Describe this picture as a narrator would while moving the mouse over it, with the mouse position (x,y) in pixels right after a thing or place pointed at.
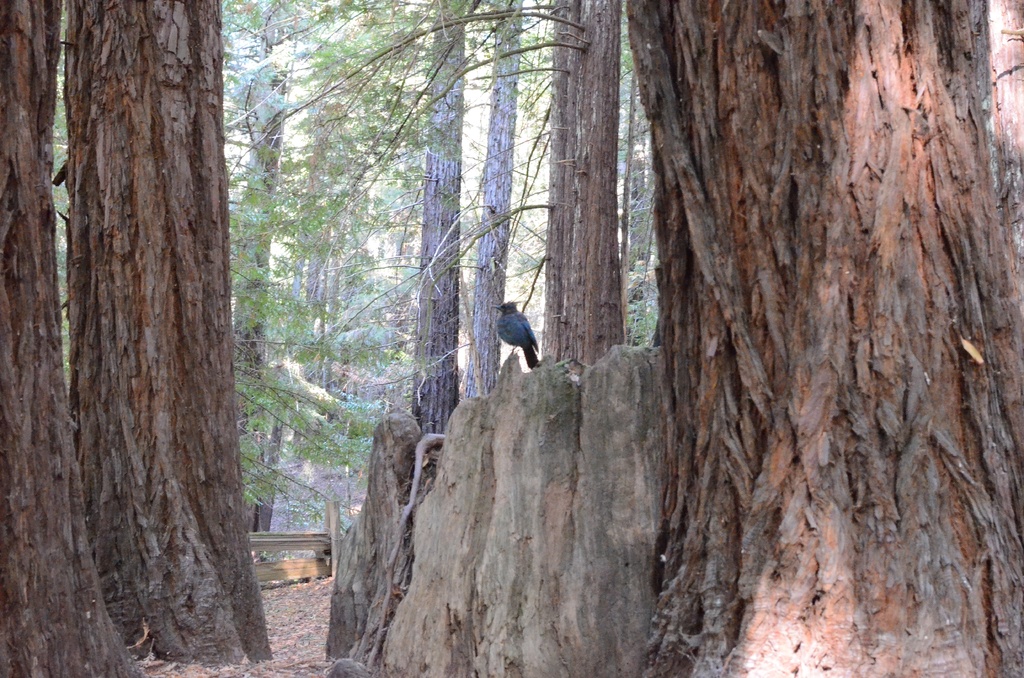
In this picture I can see few trees (334,231) and I can see a bird (530,344) on the bark (530,526) of a tree (456,516) and I can see a wooden fence (281,542).
